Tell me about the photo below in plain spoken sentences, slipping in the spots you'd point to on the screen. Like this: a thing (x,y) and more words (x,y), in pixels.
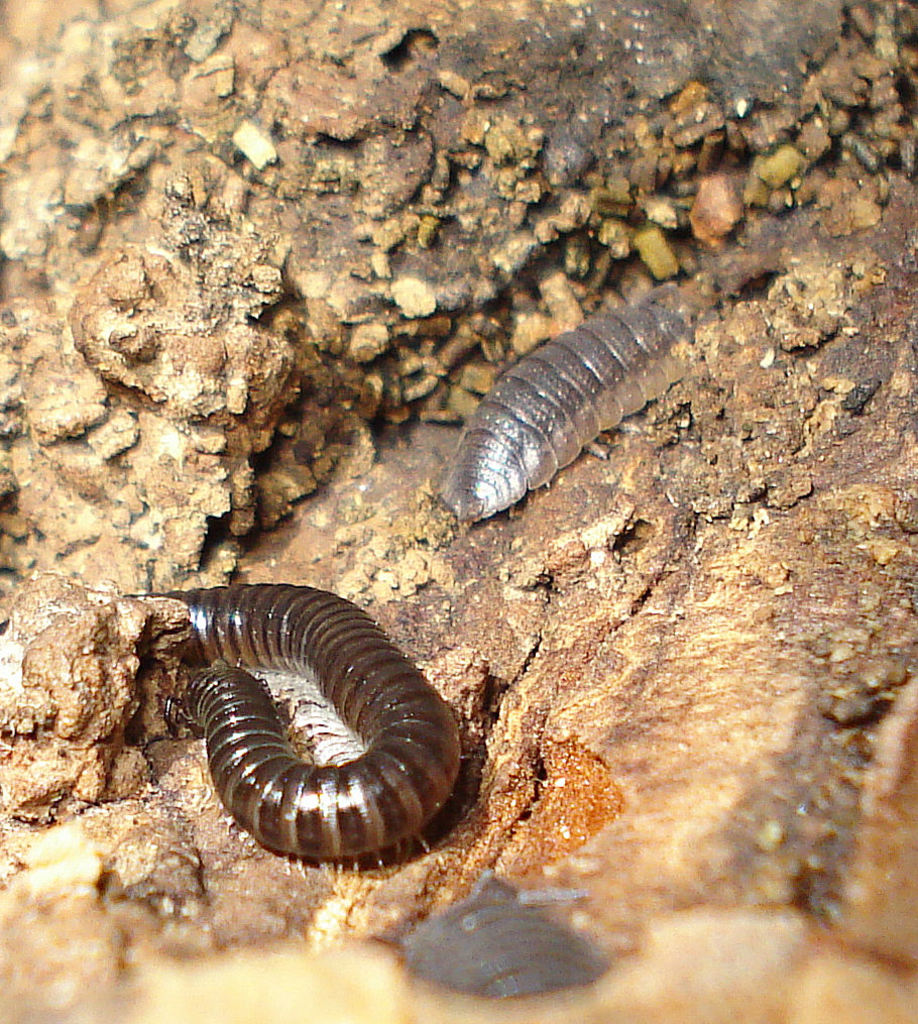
In this image we can see insects (479,504) on the ground (543,579).
